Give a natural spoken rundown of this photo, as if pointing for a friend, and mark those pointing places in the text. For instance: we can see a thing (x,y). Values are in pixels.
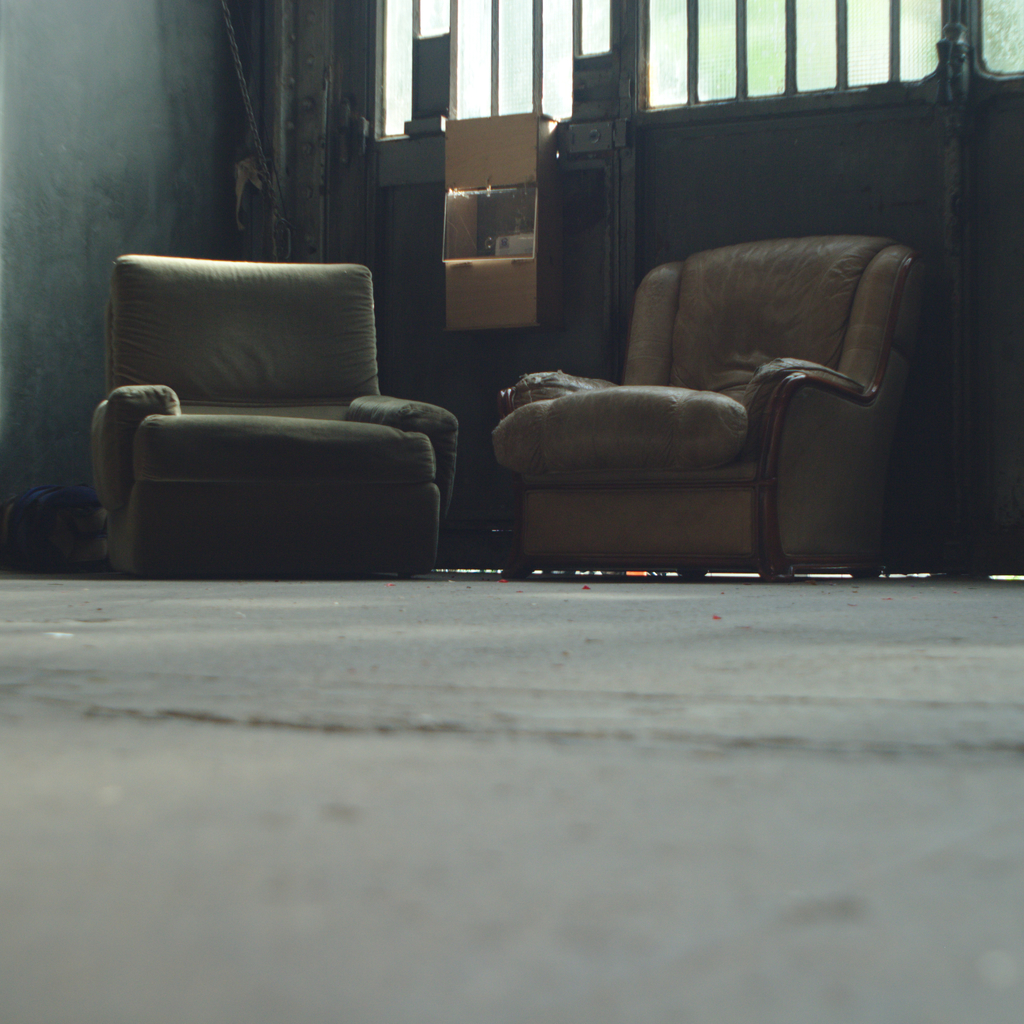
In this image we can see sofas (675,340) placed on the ground (549,659). In the background (977,192), we can see the windows (494,87), chain (225,11) and the wall (154,164).
